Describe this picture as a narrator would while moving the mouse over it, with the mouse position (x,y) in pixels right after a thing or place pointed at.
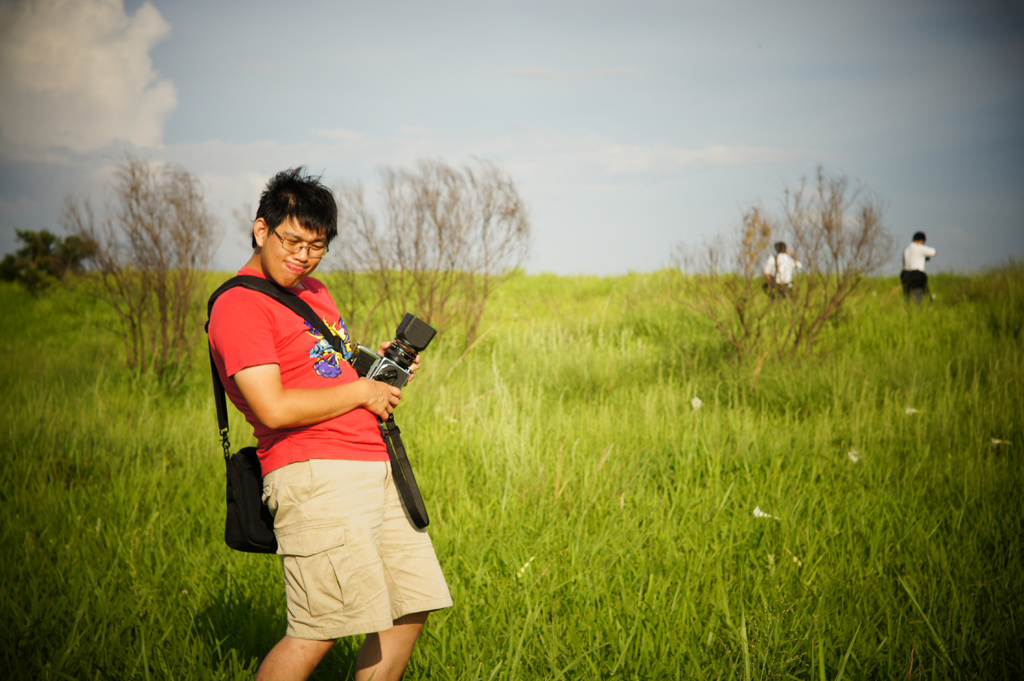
In the image we can see there is a man (346,584) standing and he is holding camera (413,354) in his hand (378,388). He is carrying a bag (254,521) and there are plants (437,432) on the ground (969,312). Behind there are trees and there are people (922,280) standing on the ground (827,277). There is a cloudy sky (770,118).
